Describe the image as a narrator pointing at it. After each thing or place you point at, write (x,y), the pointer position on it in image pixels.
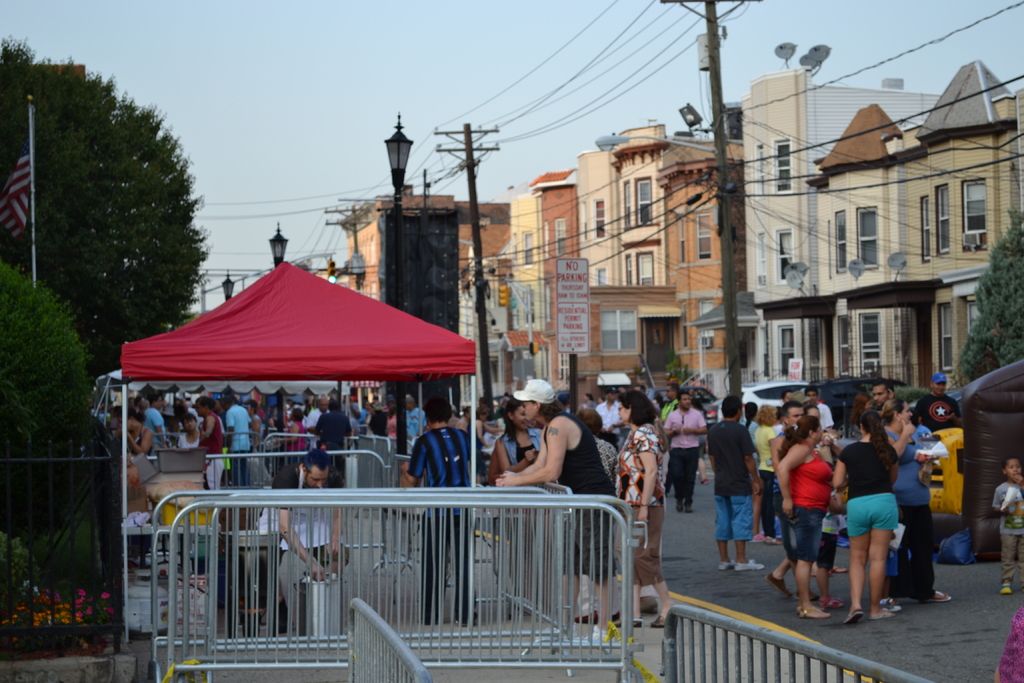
In this picture I can observe railings (480,568) in the bottom of the picture (420,534). On the left side (325,342) I can observe red color tent (260,342). There are some people (509,425) walking on the road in the middle of the picture (449,430). On the left side (75,277) I can observe trees (75,214). On the right side (713,285) there are buildings (757,221). In the background (441,71) I can observe sky (317,61).
